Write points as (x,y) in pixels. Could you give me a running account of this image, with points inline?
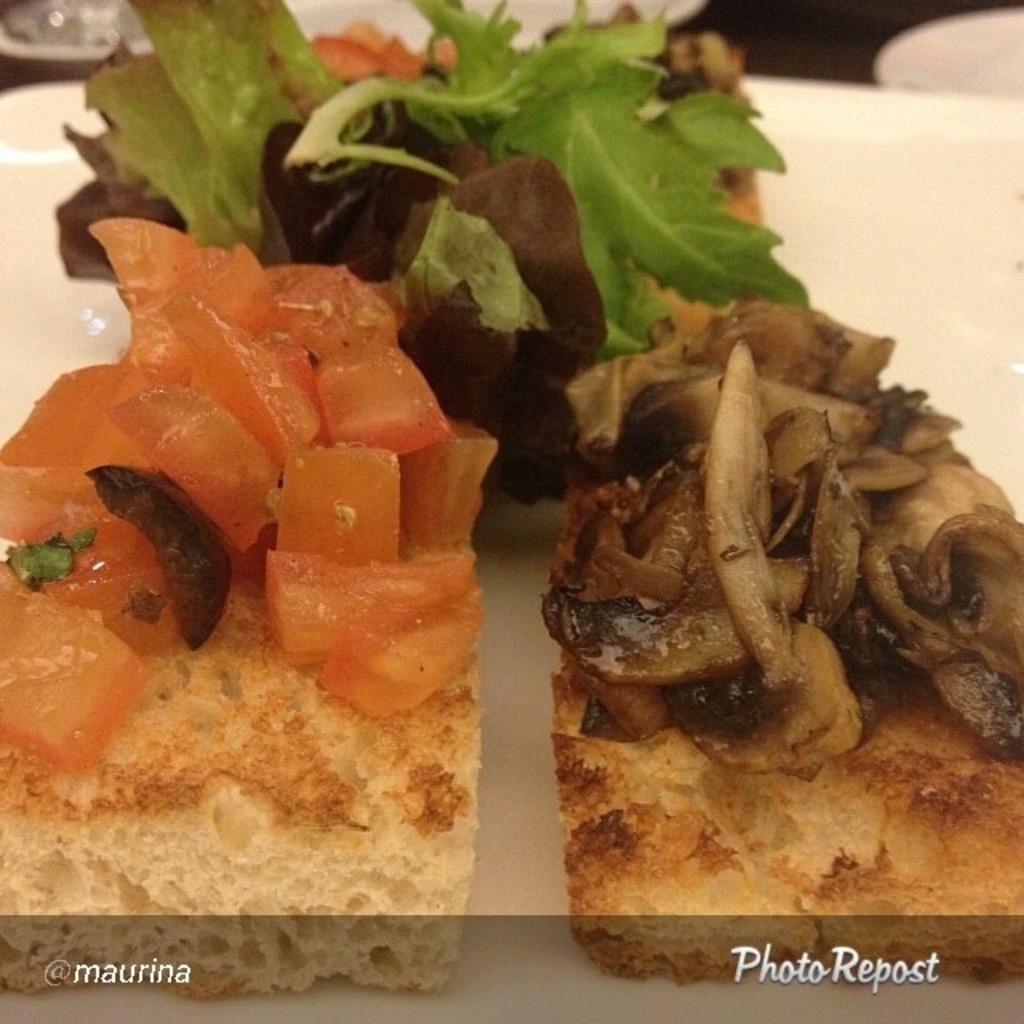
In this picture, we see the eatables (374,603) and green leafy vegetables (387,263) are placed on the white plate (904,313). In the background (782,35), it is in white and black color. This might be an edited image.
